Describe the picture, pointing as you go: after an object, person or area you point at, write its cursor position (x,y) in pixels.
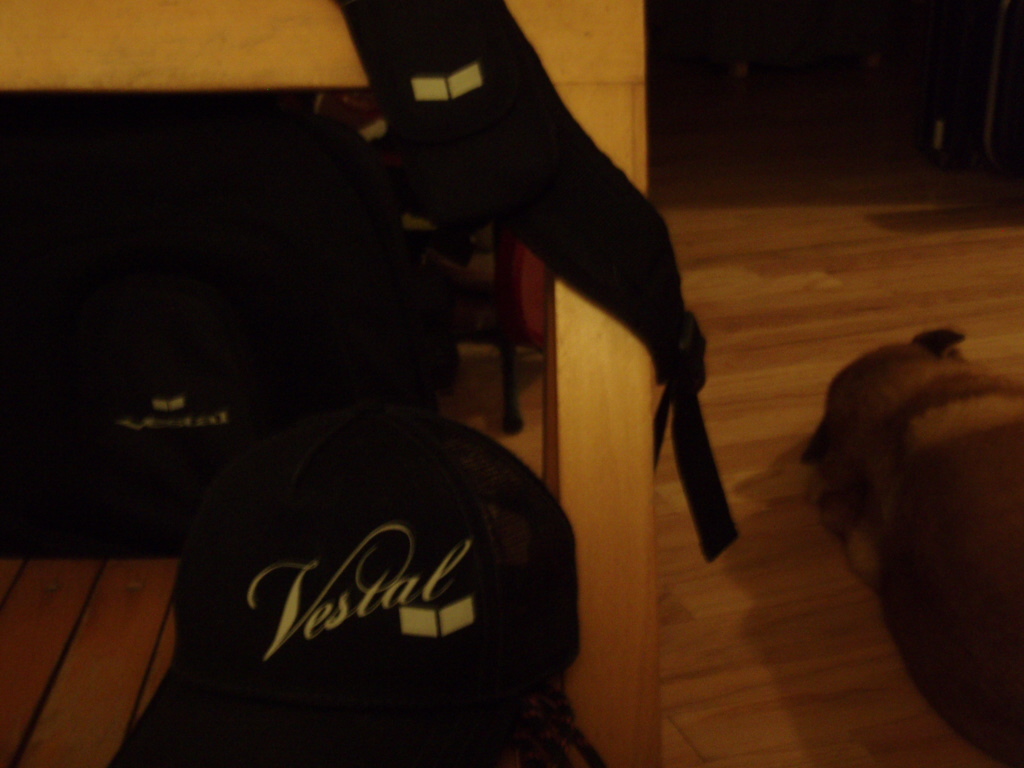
In this picture we can see a dog (905,421) is laying on the floor (690,537), and we can find dark background (885,100).
